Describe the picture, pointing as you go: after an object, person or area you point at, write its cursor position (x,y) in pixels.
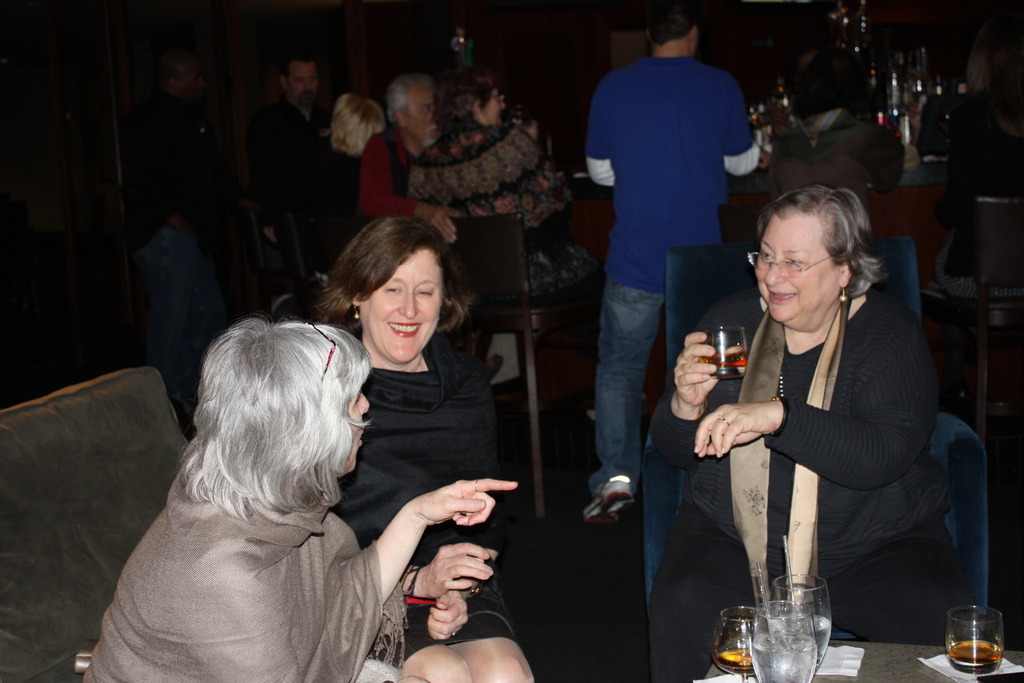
This image is taken indoors. In the background (386,151) there are a few people (516,168) and they are sitting on the chairs (549,308) and a few (647,314) are standing. On the left side of the image (303,354) a woman (295,506) is sitting on the chair (26,520). In the middle of the image (408,431) two women (392,473) are sitting on the chairs (665,483) and a woman (727,418) is holding a glass (737,352) in her hand (701,339). There is a table (867,665) with a few things (806,626) on it.
